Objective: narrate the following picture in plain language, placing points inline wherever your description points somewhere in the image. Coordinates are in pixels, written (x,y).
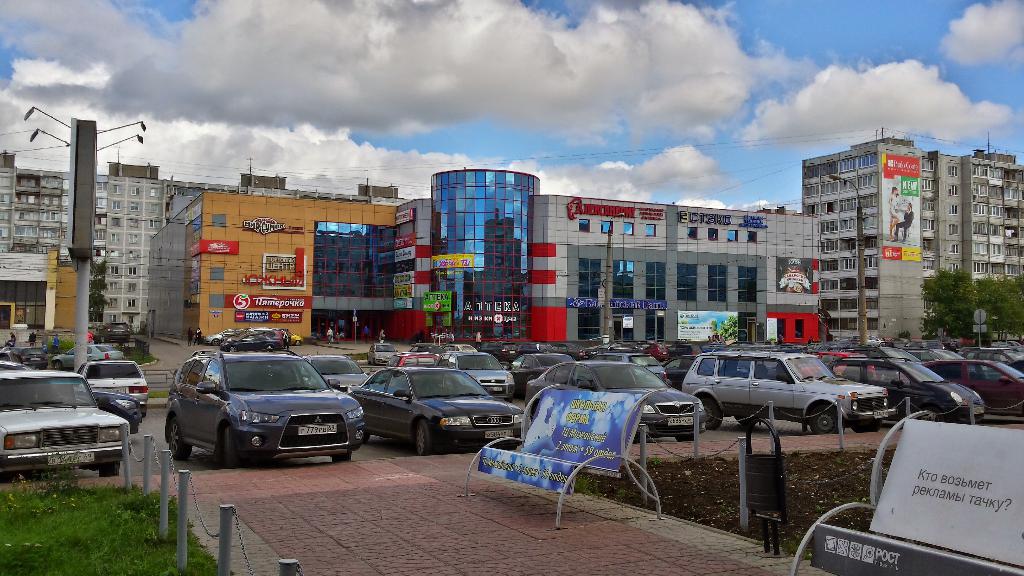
In the center of the image (485,343) we can see a few vehicles (619,348) on the road (154,346). And we can see fences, grass (88,514), benches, banners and a few other objects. On the banners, we can see some text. In the background (603,107), we can see the sky (581,60), clouds (529,112), buildings (500,174), poles (79,146), wires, banners (762,223), vehicles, few people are standing and a few other objects (975,304).
